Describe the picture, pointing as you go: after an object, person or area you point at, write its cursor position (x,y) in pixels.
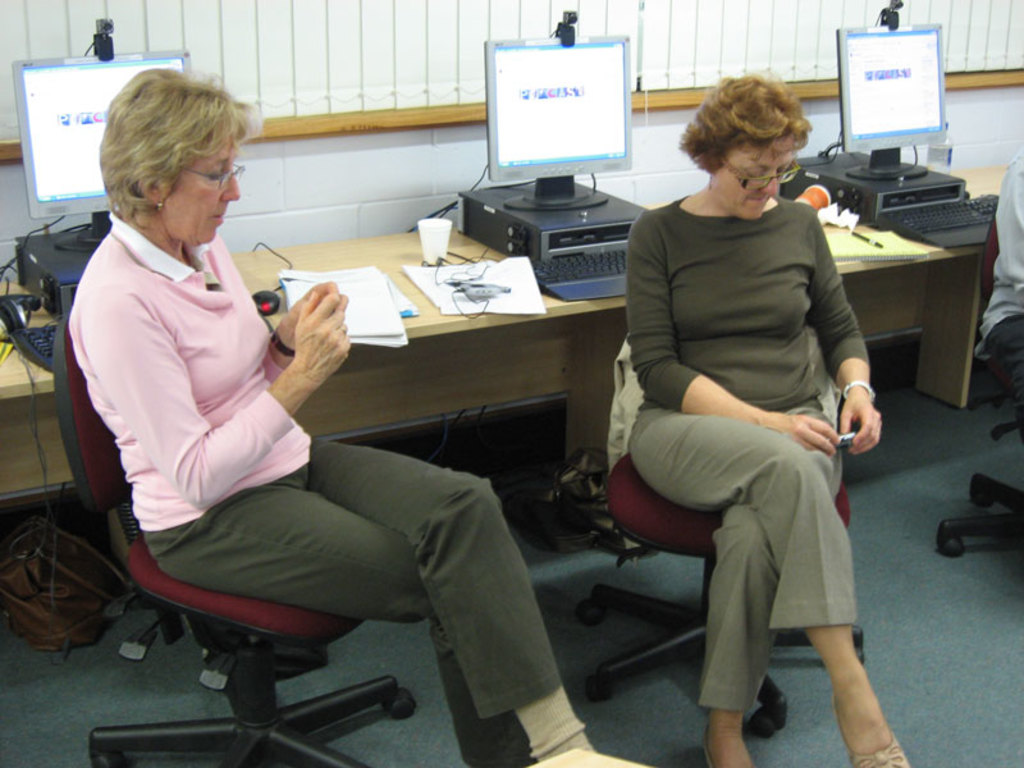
This picture shows two women (790,521) seated on the chairs (709,538) and both are holding a mobile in their hands (873,419) and we see three computers (907,110) on the table (13,293) and we see few papers (430,291) and cups (446,245) on the table (519,357).
